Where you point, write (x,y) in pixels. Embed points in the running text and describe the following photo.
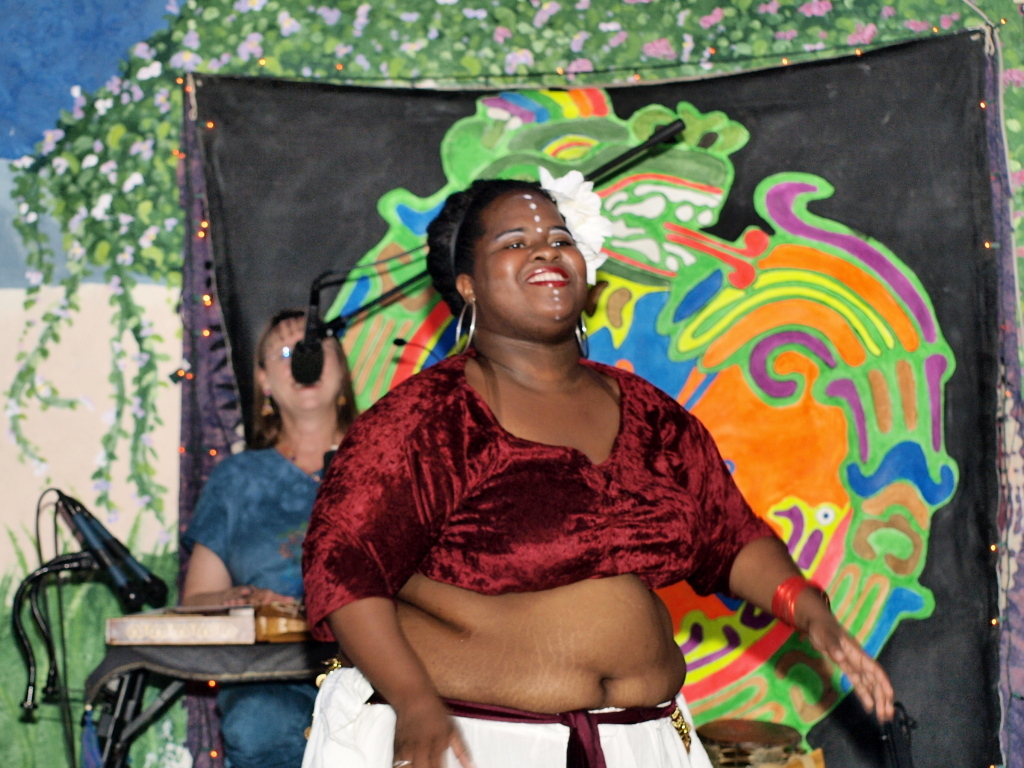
In this picture there is a woman (446,724) standing and smiling, behind her we can see a woman (267,559) sitting and playing a musical instrument (226,637) and we can see microphones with stands (30,722). In the background of the image (439,157) we can see banner (725,319), tree (306,52) and flowers (179,65).
